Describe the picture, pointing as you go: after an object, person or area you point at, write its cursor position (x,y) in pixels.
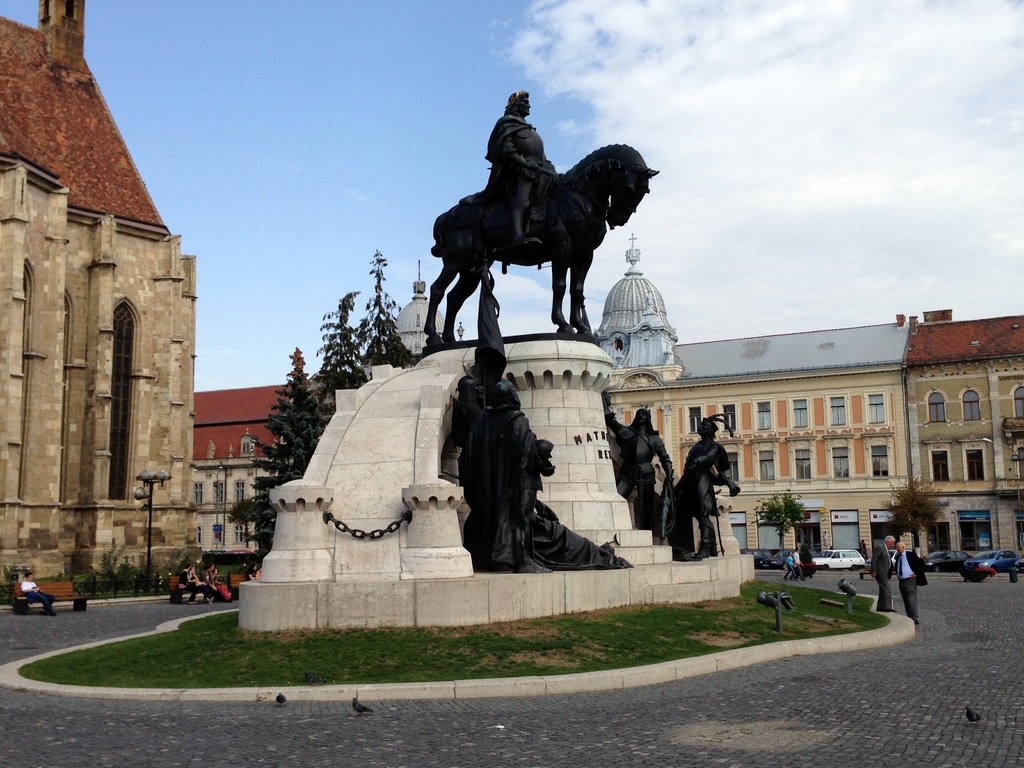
In the image we can see there are many buildings (23,368) and the windows (833,420) of the buildings (816,408). We can even see there are sculptures (485,297) and vehicles (944,564). We can even see there are people (911,566) standing, some of them are walking and sitting, they are wearing clothes (882,591). Here we can see grass (301,650), benches (84,606), poles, trees (235,507), footpath (929,717) and the cloudy sky (410,111).
